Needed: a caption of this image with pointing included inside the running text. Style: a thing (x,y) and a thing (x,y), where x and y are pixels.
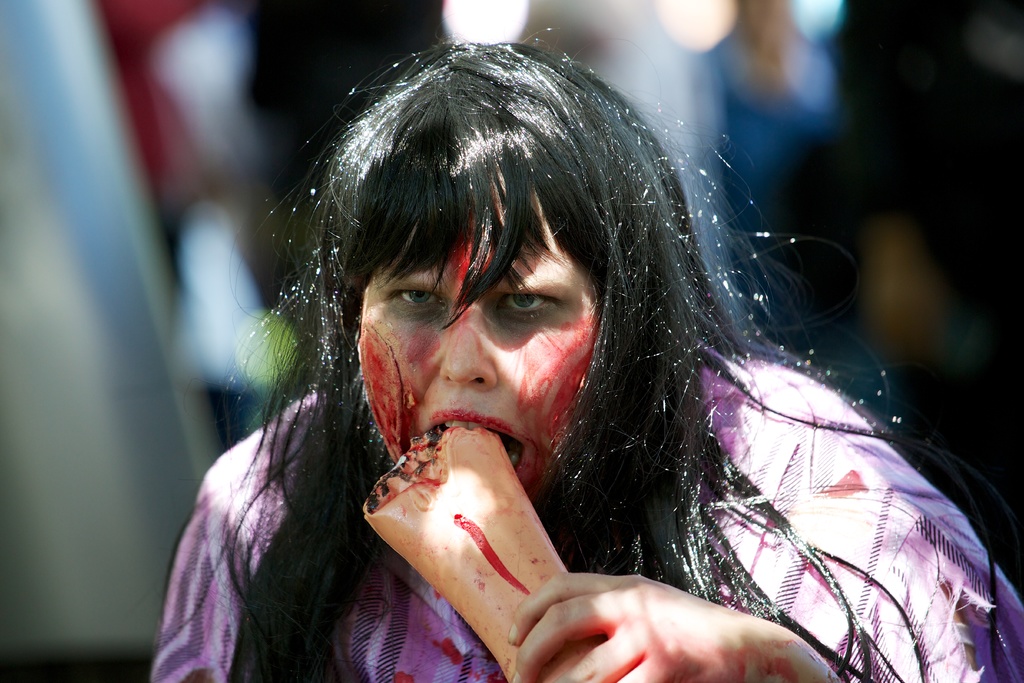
This image consists of a woman (333,299). She is holding a hand (528,544) in her mouth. The background is blurred. There is red color on her face (485,358).
